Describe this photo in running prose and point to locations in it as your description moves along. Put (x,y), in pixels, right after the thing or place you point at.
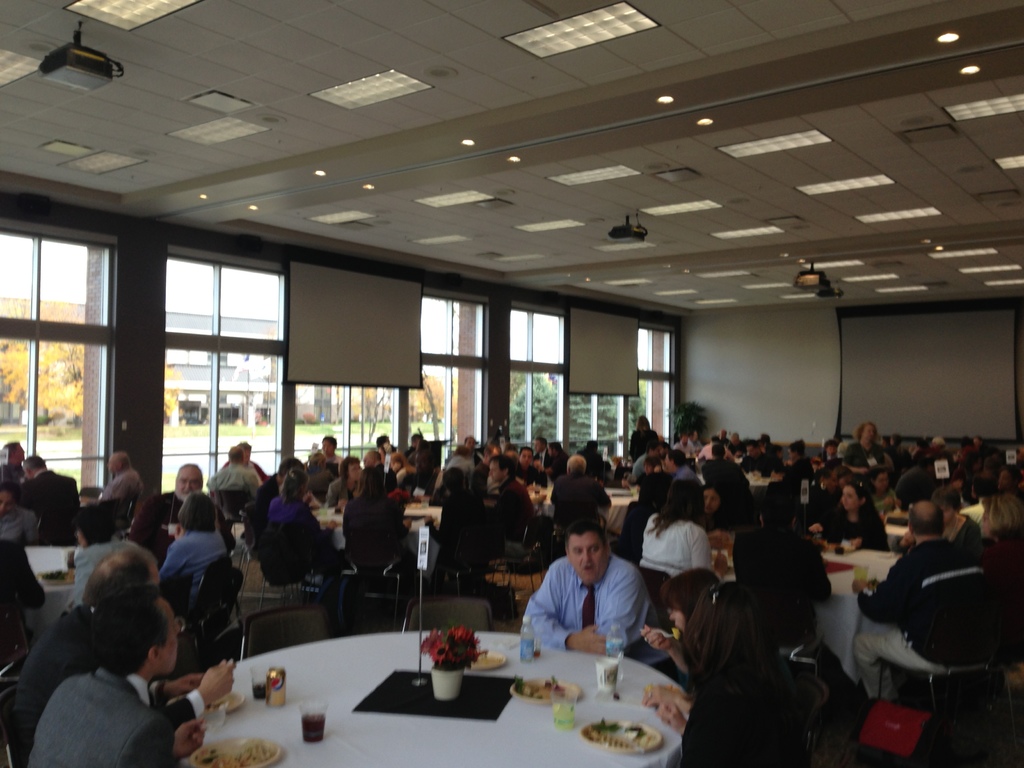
There are many people (150,527) sitting on chairs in this room (510,575). There are many tables (463,744) and chairs (380,577). In the front (459,744) there is a table (441,740). On the table (419,729) there are glasses (311,716), plates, mat (437,711) on the mat (424,699) there is a pot (451,691) with flowers (461,659) and there are some food items (591,727). There are lights (604,170) in the ceiling (744,197). Also there are two board (403,351) on the sides of the windows (355,399).
